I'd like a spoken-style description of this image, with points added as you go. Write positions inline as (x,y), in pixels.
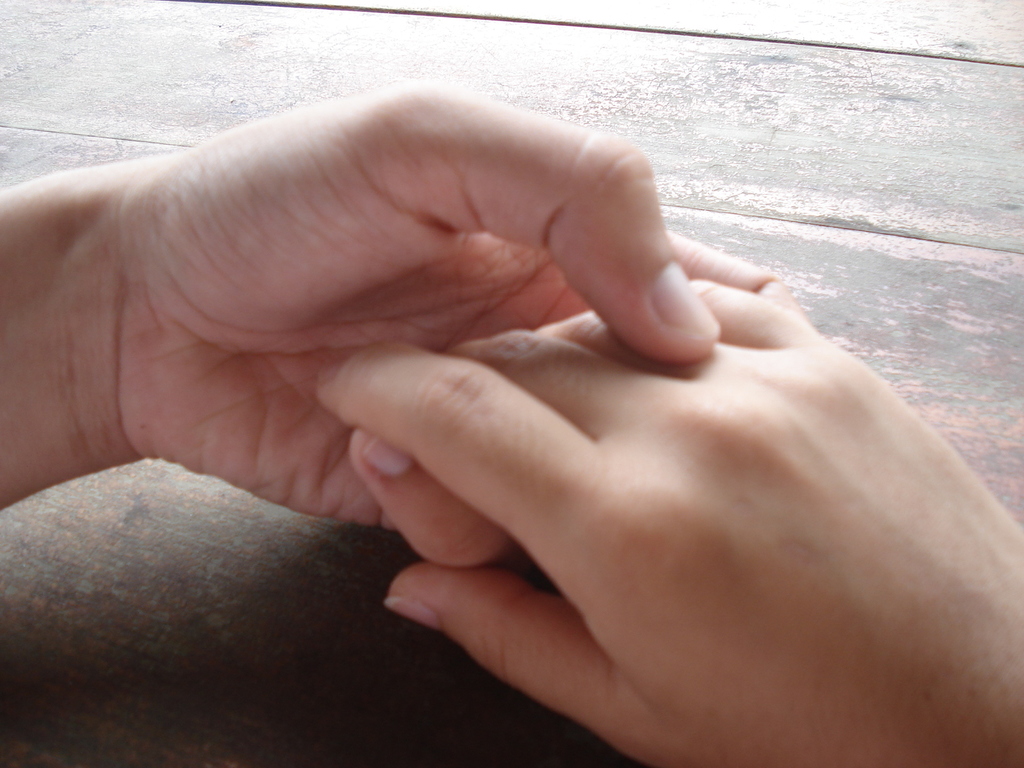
In this picture we can see hands (371,325) on a table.
